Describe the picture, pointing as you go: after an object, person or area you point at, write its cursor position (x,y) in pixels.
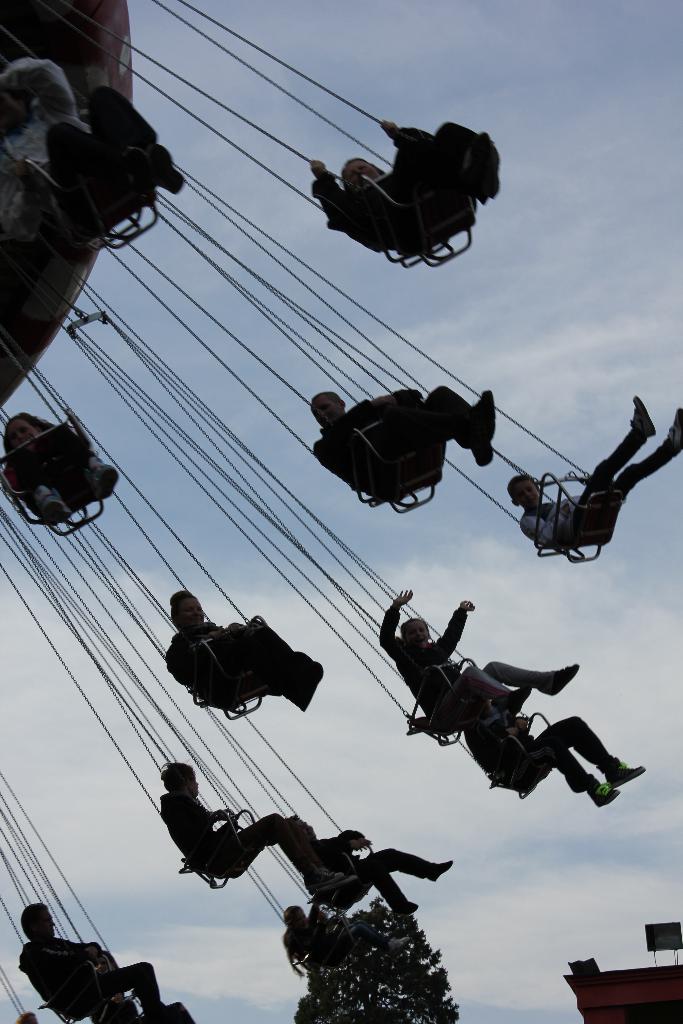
In the image I can see a few persons (3,217) enjoying the amusement ride (83,533) as I can see the smile on their faces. There is a tree (412,928) at the bottom of the image (396,915). There are clouds (557,157) in the sky (593,182).
